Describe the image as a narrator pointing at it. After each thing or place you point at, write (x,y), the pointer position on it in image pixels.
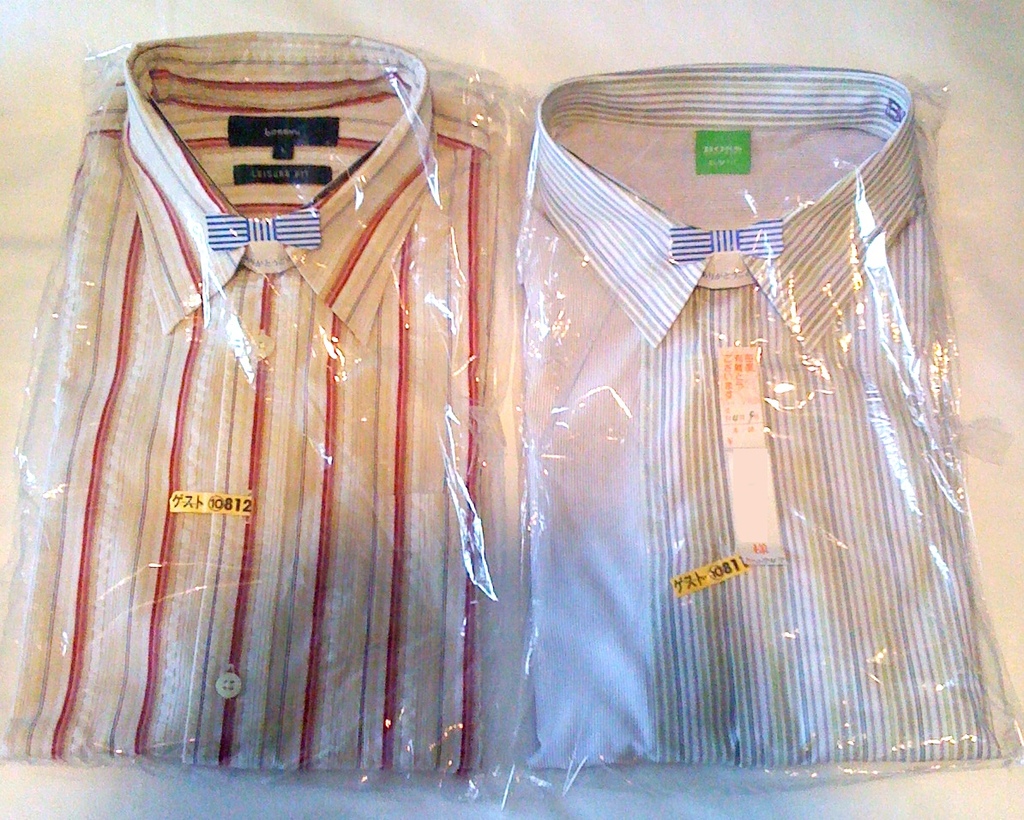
In the image we can see there are two folded shirts (439,478), wrapped in a plastic cover (325,339).
